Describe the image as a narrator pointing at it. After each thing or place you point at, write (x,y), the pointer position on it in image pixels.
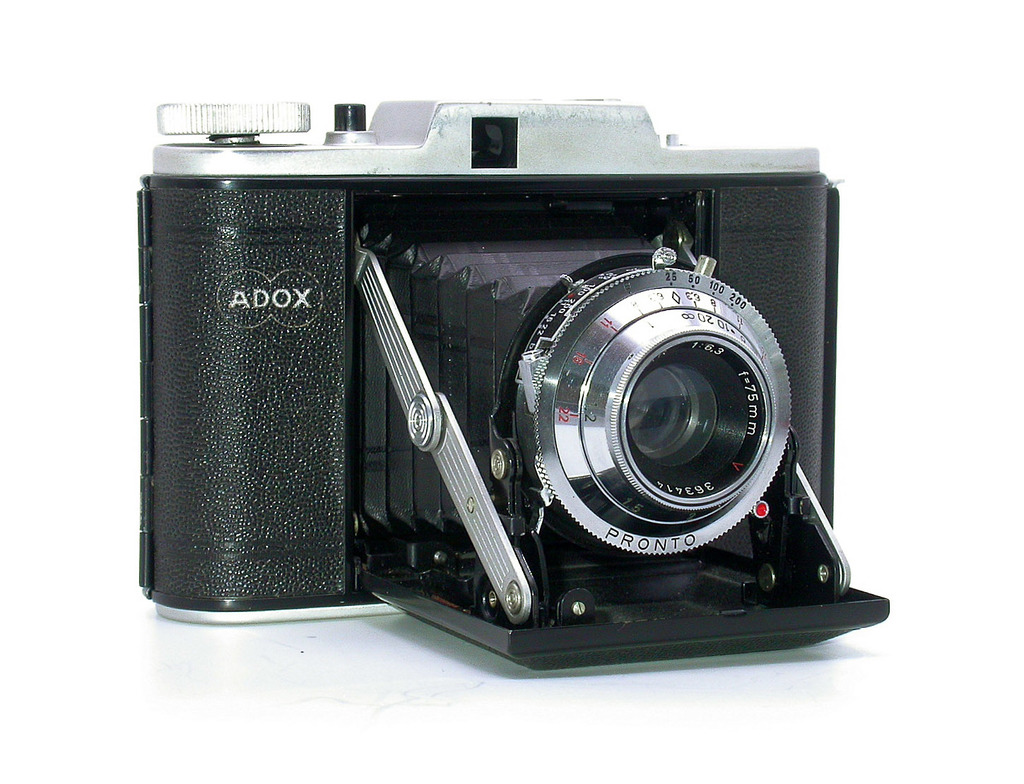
In this image there is a camera (518,286).
